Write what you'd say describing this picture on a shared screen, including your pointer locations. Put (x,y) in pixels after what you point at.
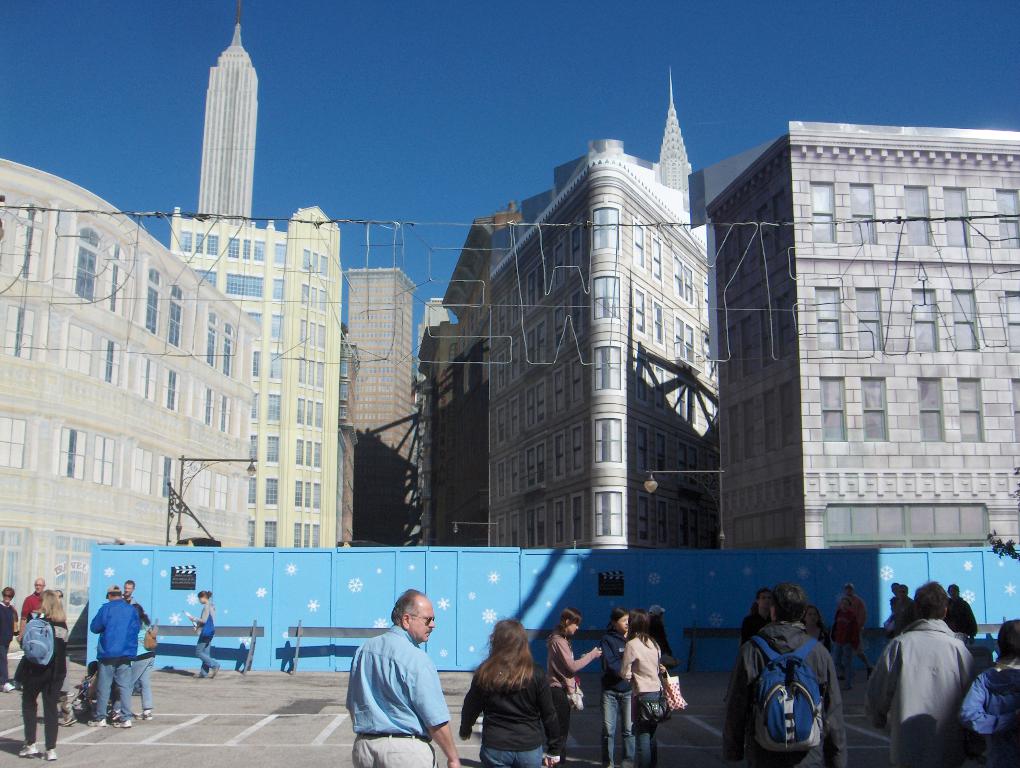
In this picture we can see skyscraper (208,165) and buildings (180,410). At the bottom (392,692) there is a man (387,648) who is wearing goggles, shirt (393,662) and trouser (404,761), beside him there is a woman (486,730) who is wearing jacket (526,715) and jeans (502,752). In front of them we can see the group of women (567,643) who are talking with each other. At the bottom right corner (788,761) there is a person (838,720) who is wearing blue bag (771,722). In the bottom left corner (50,740) there is a woman (62,615) who is wearing the black dress (57,655), she is standing near to the group of persons (128,635). Beside them we can see another woman (206,643) who is standing near to this bench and blue color partition (539,609). At the top (605,71) there is a sky (518,46).
